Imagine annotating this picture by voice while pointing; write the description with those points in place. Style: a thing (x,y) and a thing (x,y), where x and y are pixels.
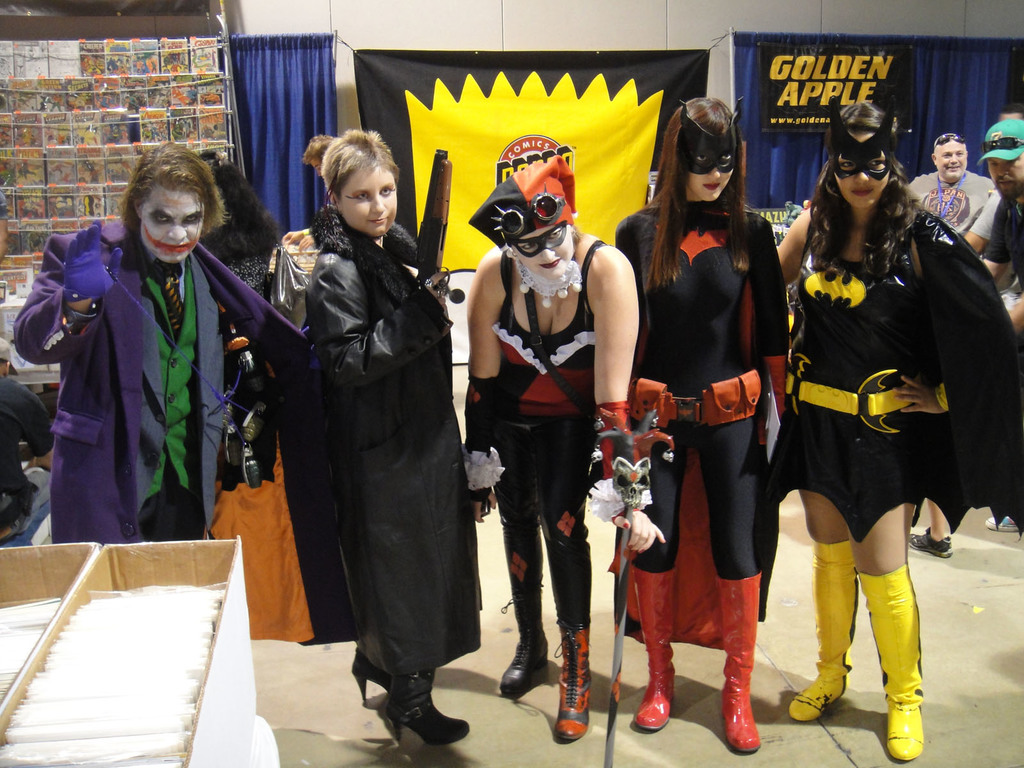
In this image, I can see a group of people (689,357) standing on the floor (603,595) with fancy dresses (359,377). Behind the people (918,364), there are curtains (739,82) and banners (485,97). In the background (373,28), I can see a wall (414,27). On the left side of the image (74,148), there are books (60,188) in a stand (98,109) and a person (39,416) sitting. In the bottom left corner of the image (172,725), I can see objects (41,619) in the cardboard boxes (206,713). On the right side of the image (942,177), I can see few other people (940,193).
